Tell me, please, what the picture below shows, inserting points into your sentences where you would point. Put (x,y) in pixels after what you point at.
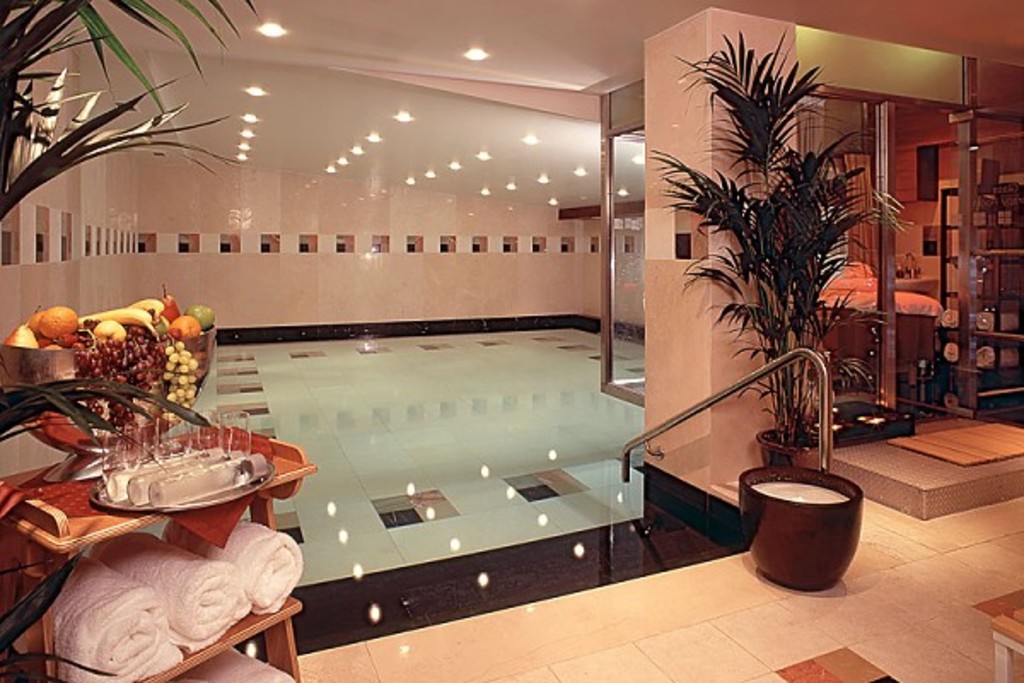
In this picture we can see some fruits (80,335) in a bowl (82,447). There are few glasses (163,451) and bottles (197,468) on a wooden table (169,675). Few towels (167,569) are seen in a wooden table (39,525) on the left side (51,681). We can see a flower pot (795,461) on the path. There are some towels (941,356) in the shelves (978,399) on the right side (1014,212). Some lights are visible on top. There is a stand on the path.
